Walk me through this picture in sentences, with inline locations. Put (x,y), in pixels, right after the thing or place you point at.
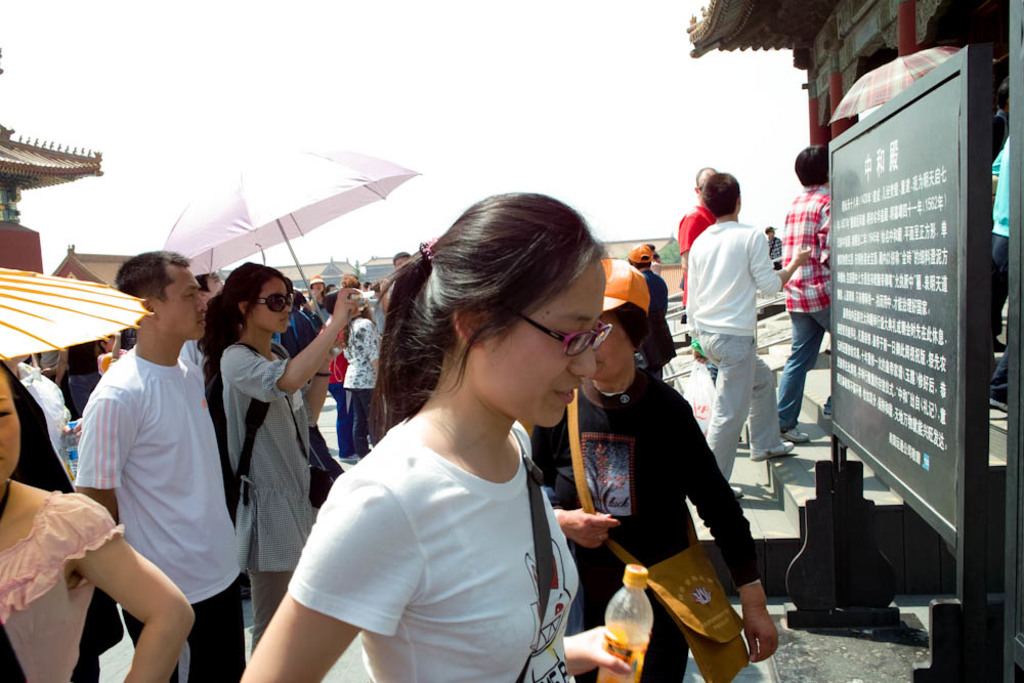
There are many people (280,363). Some are wearing bags (260,409), goggles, caps (606,299) and holding umbrellas (204,240). On the right side (868,248) there is a board (877,235). Lady (408,415) in the front (455,496) is holding a bottle (644,617). On the right side (838,379) there is a board (901,242). In the background (521,68) there is sky (109,139). On the sides there is a building (744,37).
